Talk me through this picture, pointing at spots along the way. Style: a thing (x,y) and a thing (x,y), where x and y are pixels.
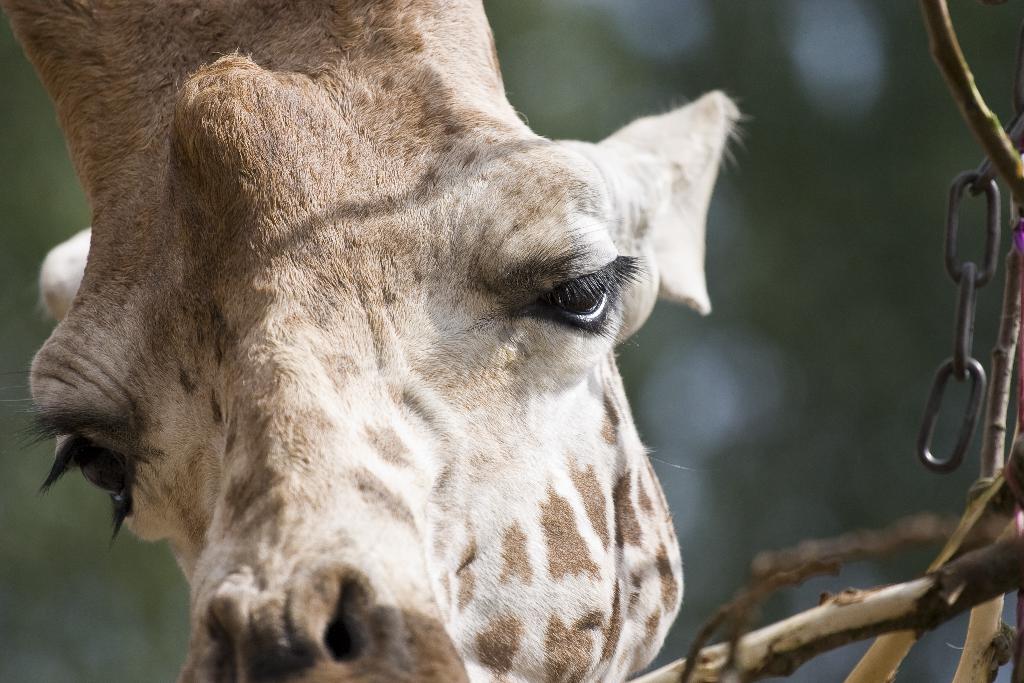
In this image there is a giraffe (360,526). On the right (967,322) we can see a chain (964,345) and there are stems (947,585).
